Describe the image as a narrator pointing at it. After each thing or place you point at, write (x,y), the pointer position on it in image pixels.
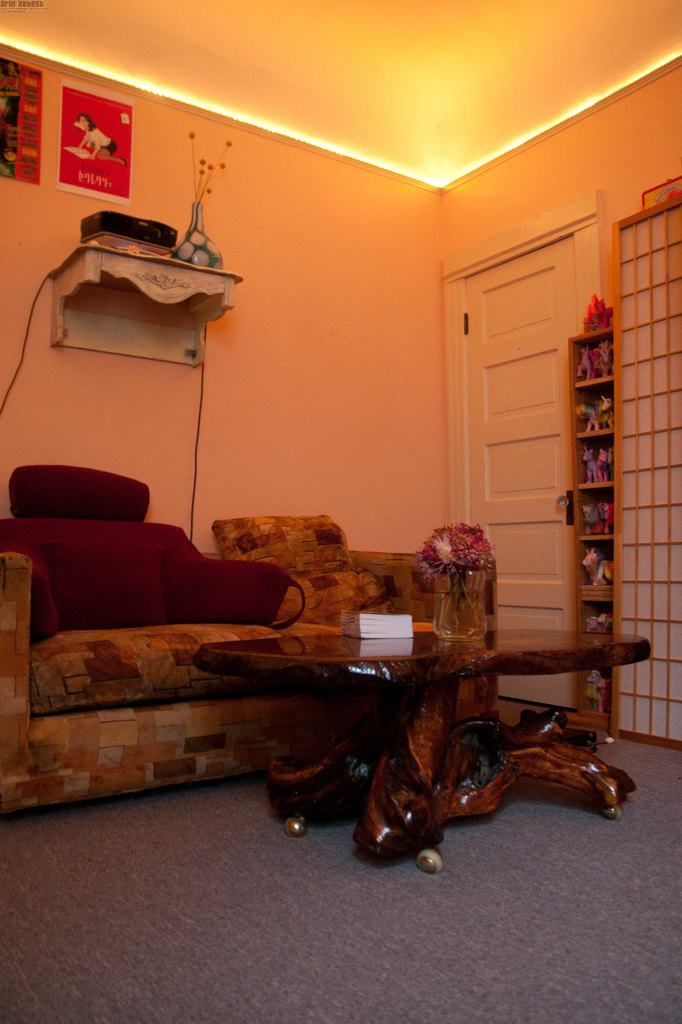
This is the inside view of a room (286,590). There is a sofa (101,711) and this is table (457,774). On the table (470,664) there is a book (385,628). This is wall (321,308) and there is a door (571,476).
